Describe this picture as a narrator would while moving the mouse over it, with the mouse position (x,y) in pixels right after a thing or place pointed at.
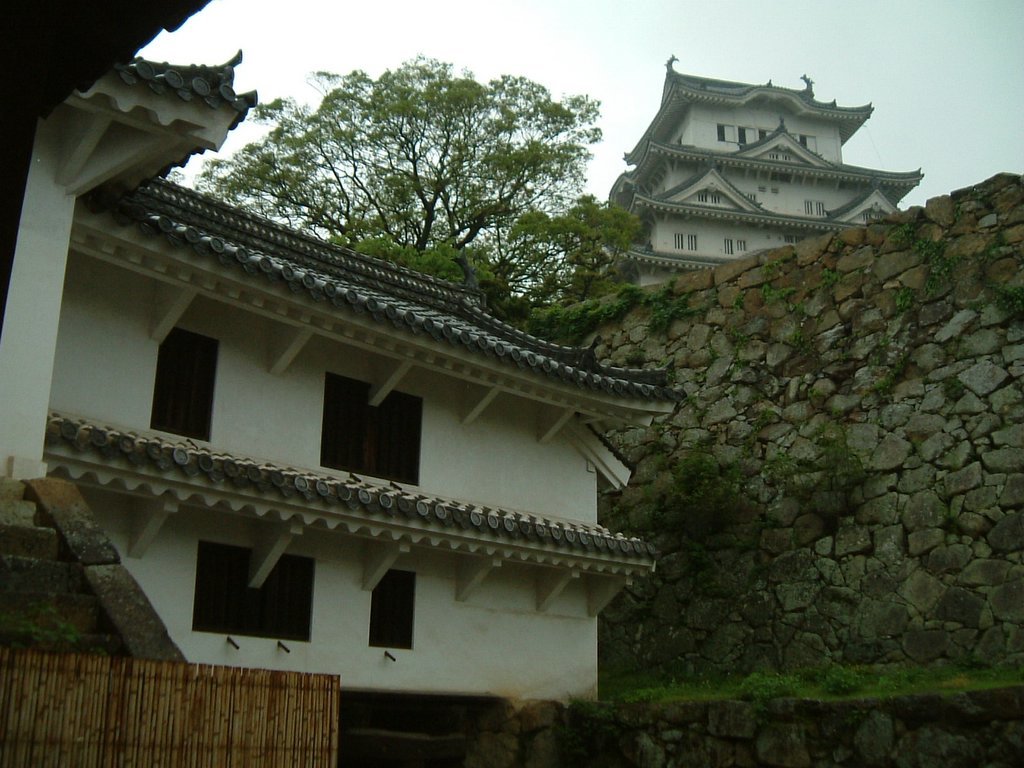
In the image there is a building (237,575) on the left side (112,493) followed by a wall (771,603) beside it with tree (445,178) above it and on the right side (746,134) there is a building (713,148) on the top (755,145) and above its sky (641,49).
